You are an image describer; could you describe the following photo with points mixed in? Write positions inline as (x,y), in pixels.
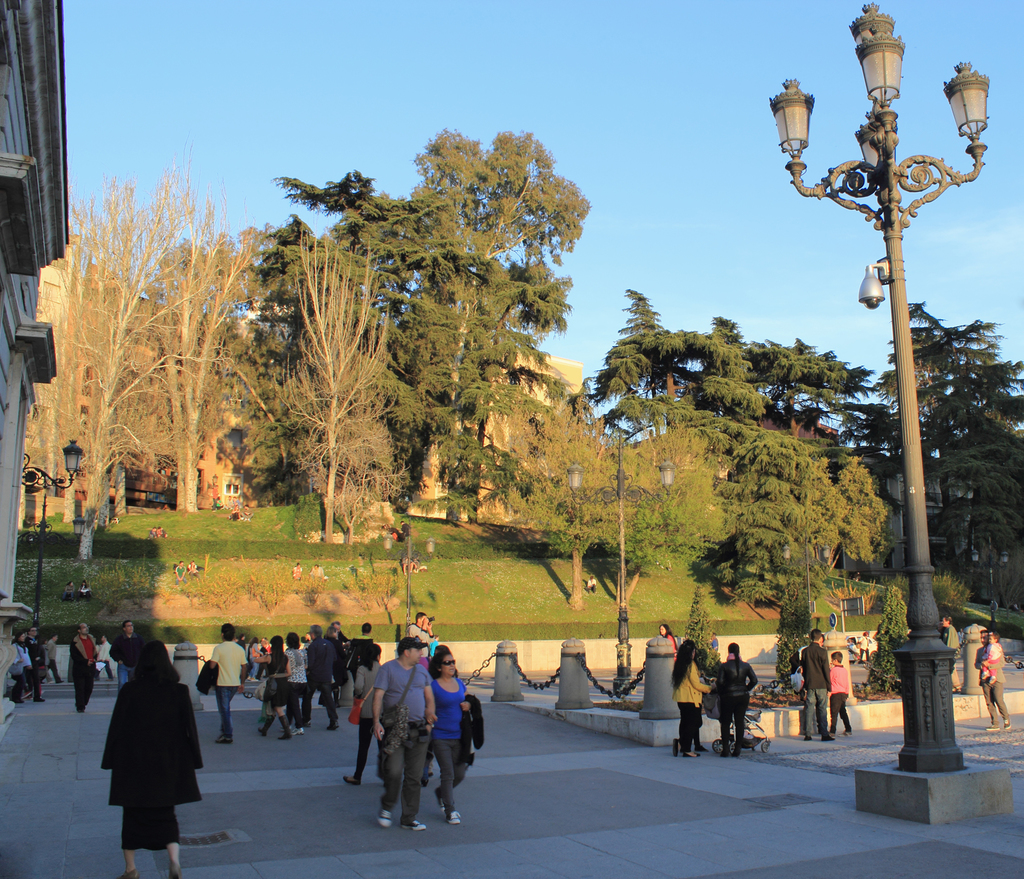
In this picture we can see a few people (406,727) walking and some people (742,669) are standing on the path (48,790). There are street lights (923,577), poles (645,695) and chains (587,666) are visible on the path (847,772) on the right side (978,796). We can see a street light (67,464) and a building (51,377) on the left side (51,360). Some grass (51,597) is visible on the ground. We can see a few people (413,556) on the grass (89,562) at the back (398,539). There are a few trees (481,384) and a building (118,367) is visible in the background (38,425).
